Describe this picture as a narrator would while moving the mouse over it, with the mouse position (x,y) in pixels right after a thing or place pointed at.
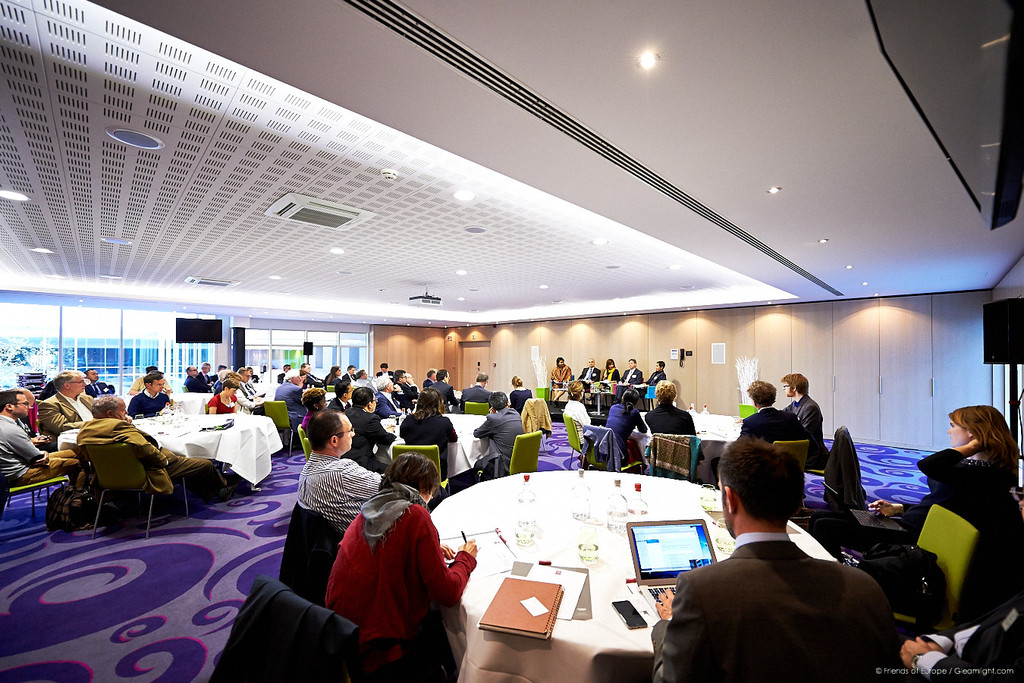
In this image there are group of persons (779,558) sitting on the table (574,566) and chairs (281,574). At the middle of the image (564,362) there are five group of persons (623,389) sitting on the table (585,390) and at the left side of the image (104,336) there is a glass window (278,350) and at the right side of the image (986,306) there is a sound box (991,328).
